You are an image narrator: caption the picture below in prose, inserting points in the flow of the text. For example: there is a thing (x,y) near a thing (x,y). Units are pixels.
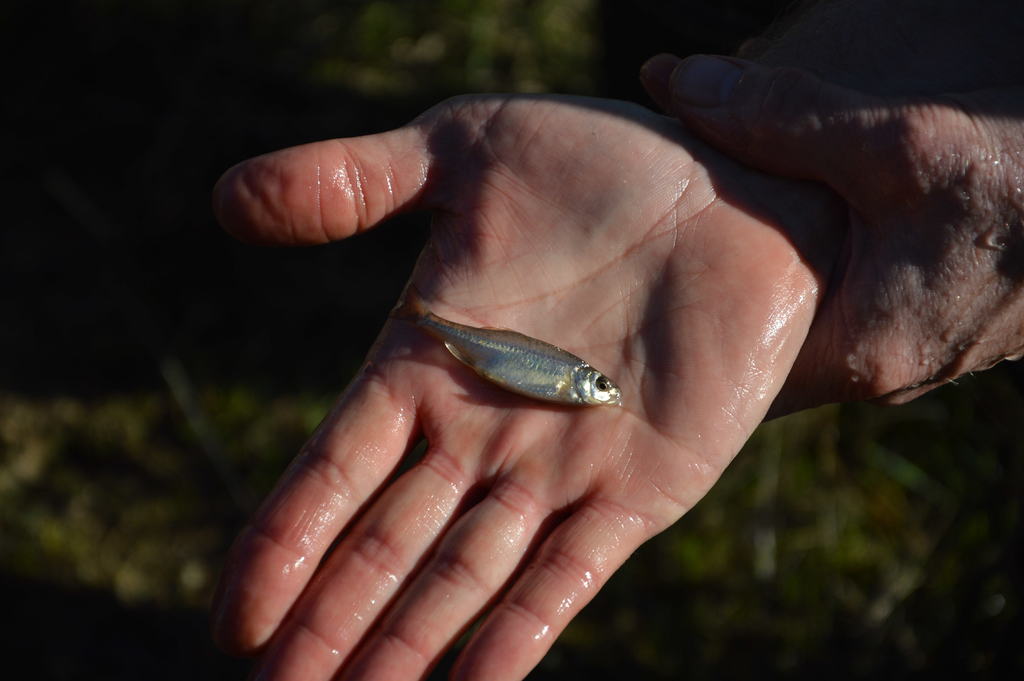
In this image there is a small fish (538,348) on the person hand (571,248), and there is blur background (200,116).
